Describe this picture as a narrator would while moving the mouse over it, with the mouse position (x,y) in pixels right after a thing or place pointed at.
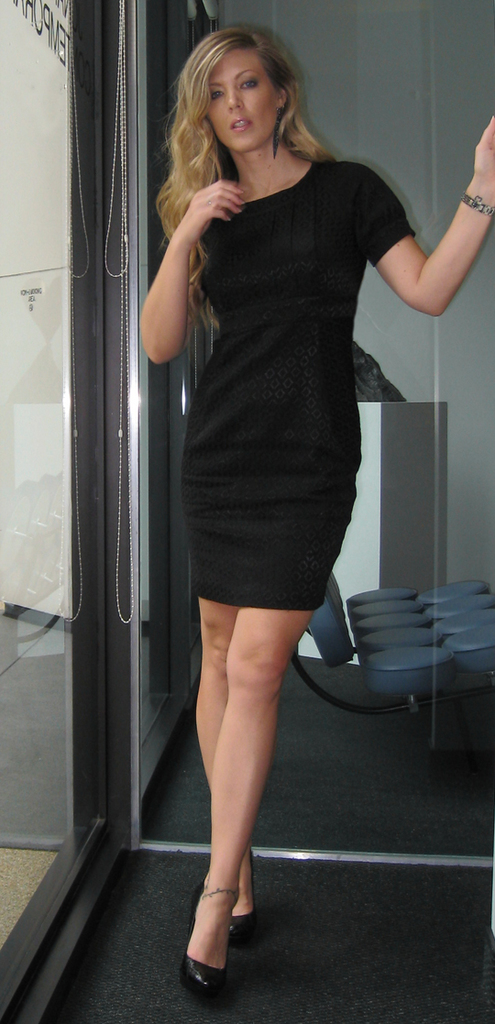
In this image there is a woman (256,233) with black color frock (295,308) standing in the carpet (419,889) in the back ground (377,641) there is chair (384,638), board (349,594) or cupboard (396,437), door (89,707).
